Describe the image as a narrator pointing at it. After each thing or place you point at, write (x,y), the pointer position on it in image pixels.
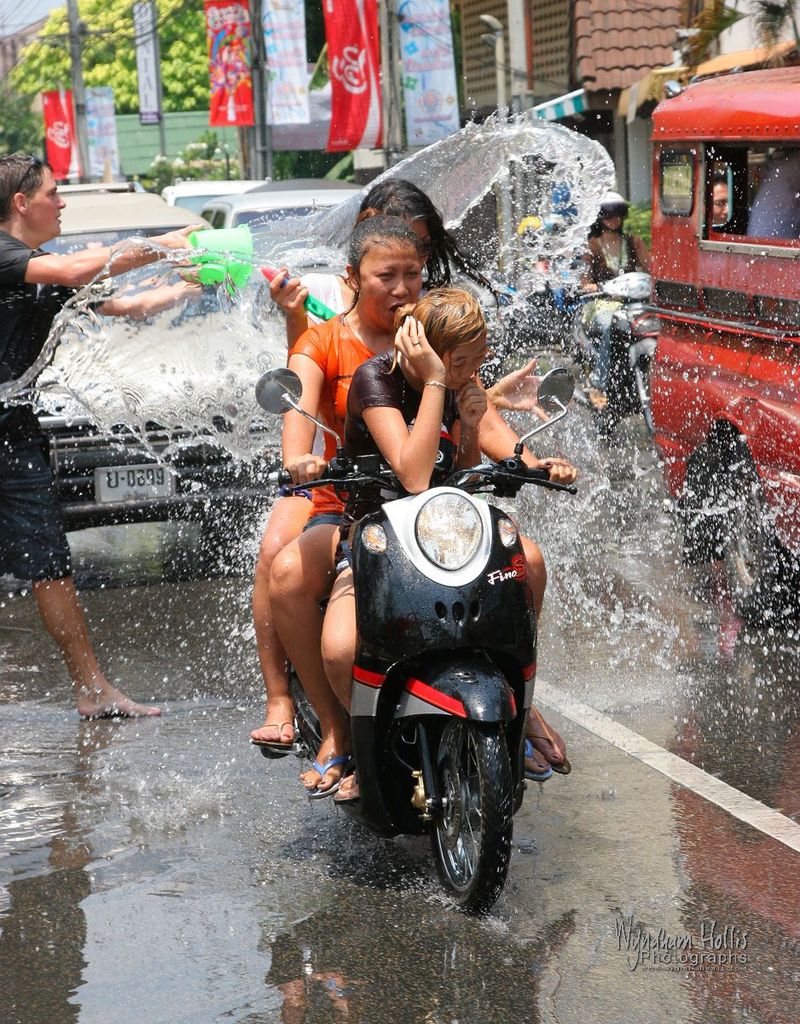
In the center of the image (453,545) there are three women (398,446) on the scooter (507,594). Behind the scooter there are cars (142,202) and beside to it is a bus (701,246). On the left corner of the image (26,362) there is a man (29,319) pouring water (259,291) on the women (300,309) with the bucket (230,253). The second woman (322,328) on the scooter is driving the scooter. In the background (359,146) there are flags (355,68), hoardings (433,49), trees (126,3) and building (478,6). There is also a pole (521,61). The woman (632,248) behind the bus (669,243) driving the scooter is wearing a helmet (607,208).
